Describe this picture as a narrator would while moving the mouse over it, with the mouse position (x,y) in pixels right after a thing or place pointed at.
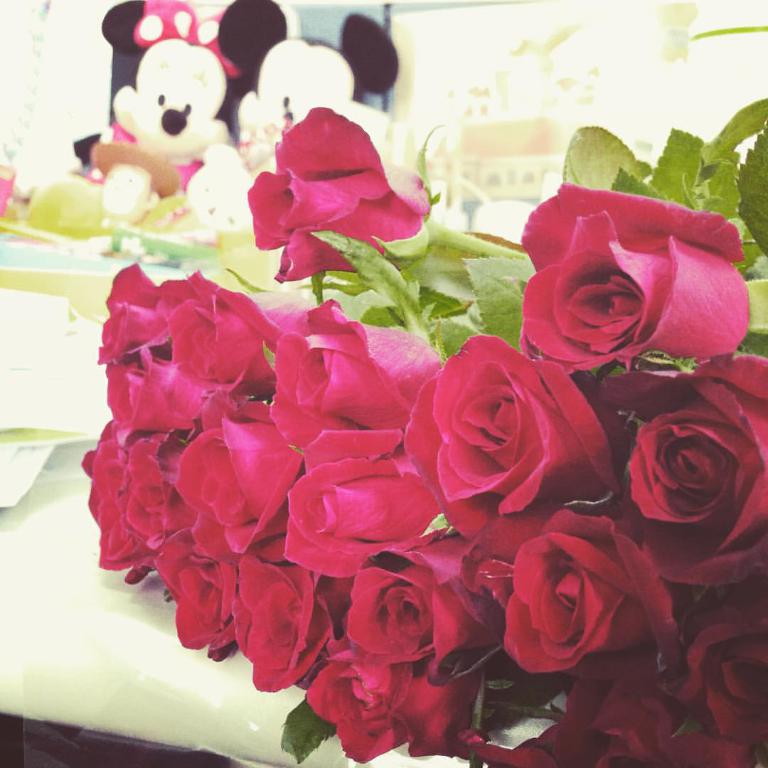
In this picture we can see red roses (586,352) on the table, beside that we can see papers (52,266). At the top (136,3) there are two toys (160,118) near to window (600,36). Through the window (543,120) we can see the building (515,98).
